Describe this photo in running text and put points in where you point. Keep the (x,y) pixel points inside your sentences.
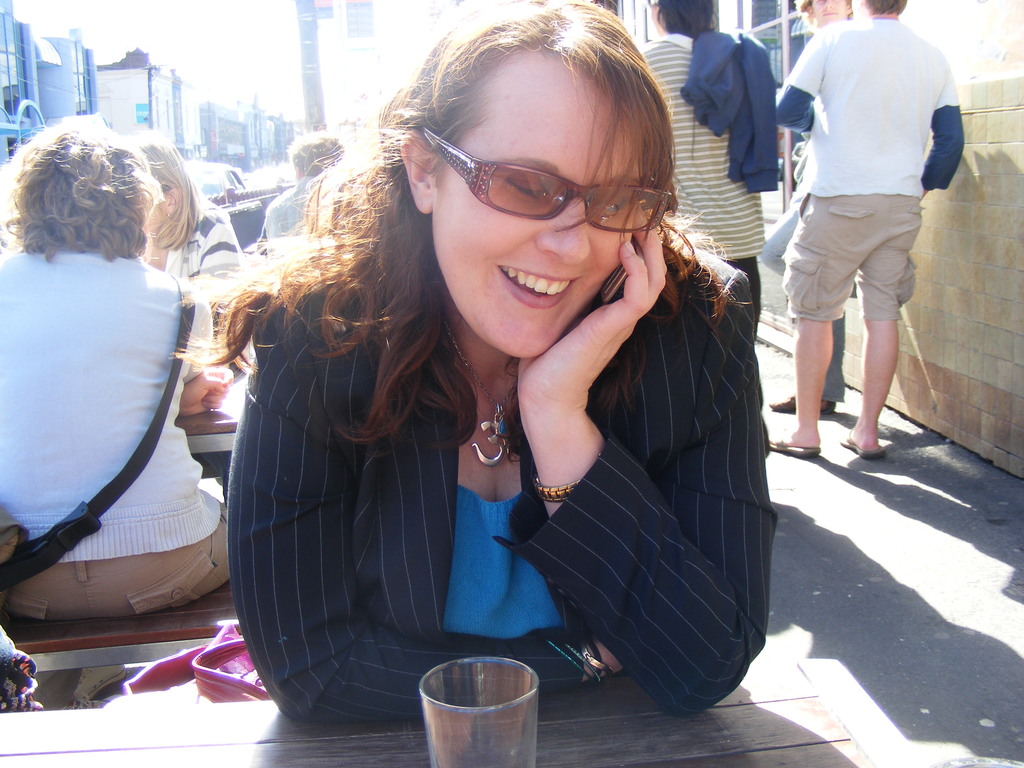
In front of the picture, the woman (514,435) in black and blue dress (405,547) is sitting on the bench (193,632). She is talking on the mobile phone (609,289). She is smiling. In front of her, we see a table (616,698) on which glass (493,710) is placed. Behind her, we see people (0,350) are sitting on the benches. On the right side (823,42), we see three people (900,223) are standing. Beside them, we see a wall (955,242). There are buildings (206,108) in the background (206,108) and it is a sunny day.
